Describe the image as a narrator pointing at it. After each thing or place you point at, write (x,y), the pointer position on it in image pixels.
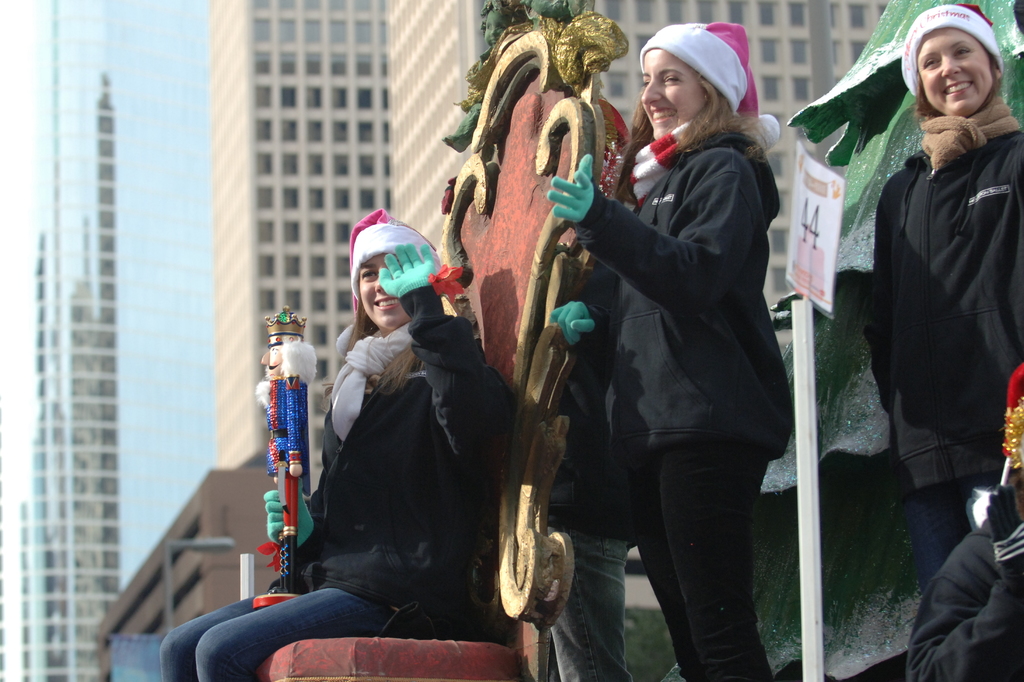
This image consists of three women (885,306) wearing black jackets (946,372) and caps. On the left (266,657), the woman (384,577) is sitting in the chair (410,654). On the right (762,377), the two women (780,388) are standing. In the background (118,142), there are skyscrapers (400,79).
